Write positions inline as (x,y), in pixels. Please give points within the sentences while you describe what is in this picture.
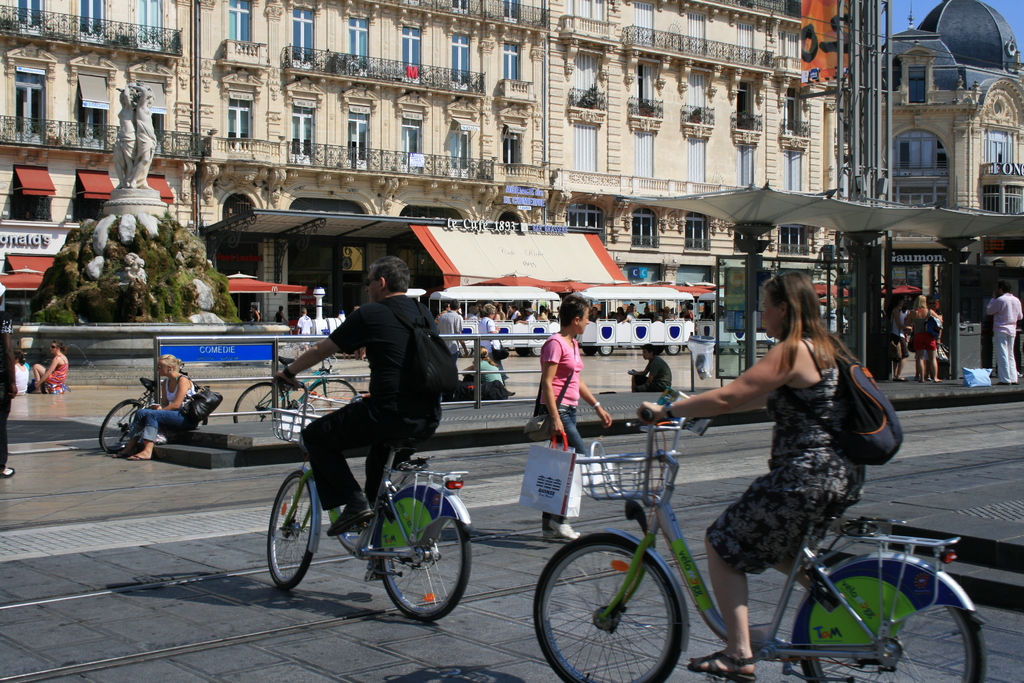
In this image I see a lot of people (1016,327) and few of them are sitting on the path (977,463) and few of them are standing and over here 2 of them are sitting on the cycle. In the background (313,326) I can see the vehicle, a statue (130,256) and 2 buildings (628,263).
